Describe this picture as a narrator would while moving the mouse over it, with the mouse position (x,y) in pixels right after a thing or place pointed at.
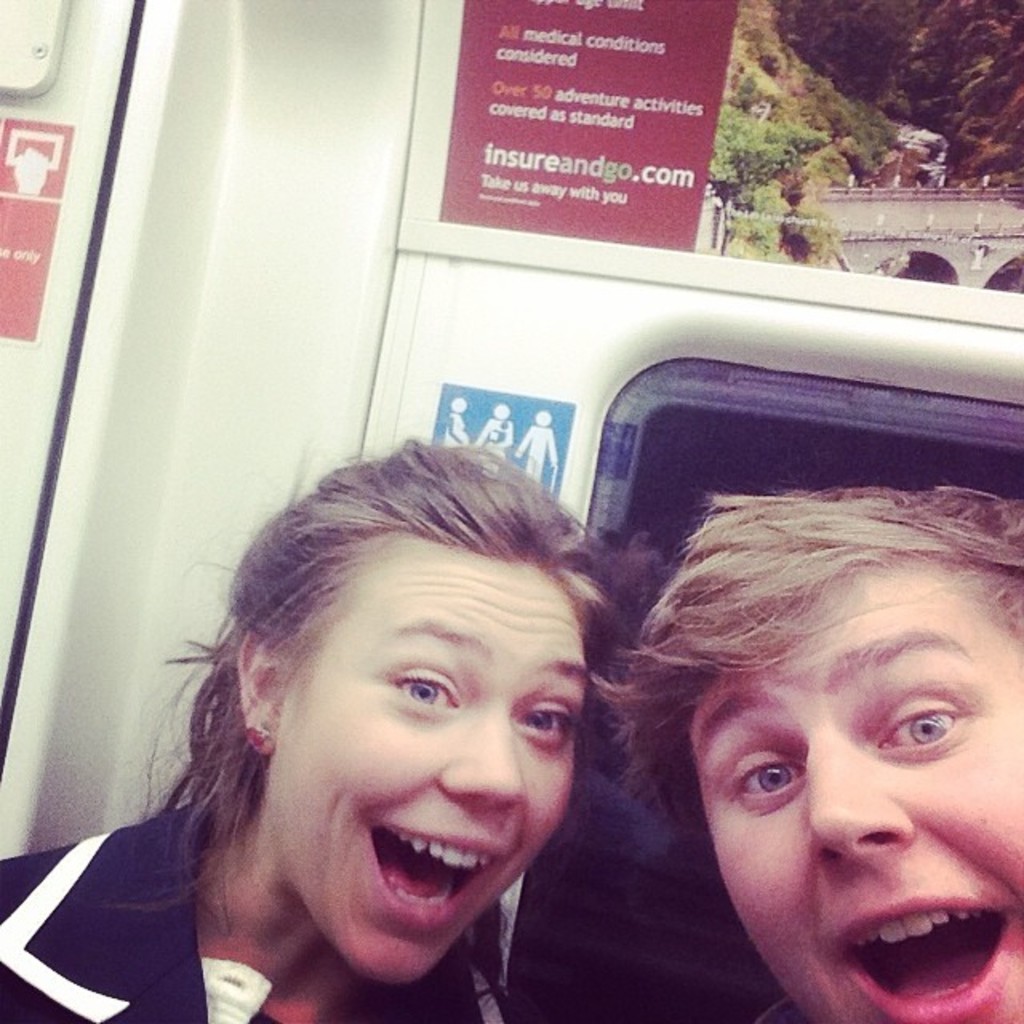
This image is taken in a vehicle (267,289). In the background (45,205) there are a few posters (577,184) with text (593,165) on them. There is a signboard (492,402). There is a window (793,436). On the right side of the image (838,758) there is a man (872,774). In the middle of the image (427,626) there is a girl (325,720).
